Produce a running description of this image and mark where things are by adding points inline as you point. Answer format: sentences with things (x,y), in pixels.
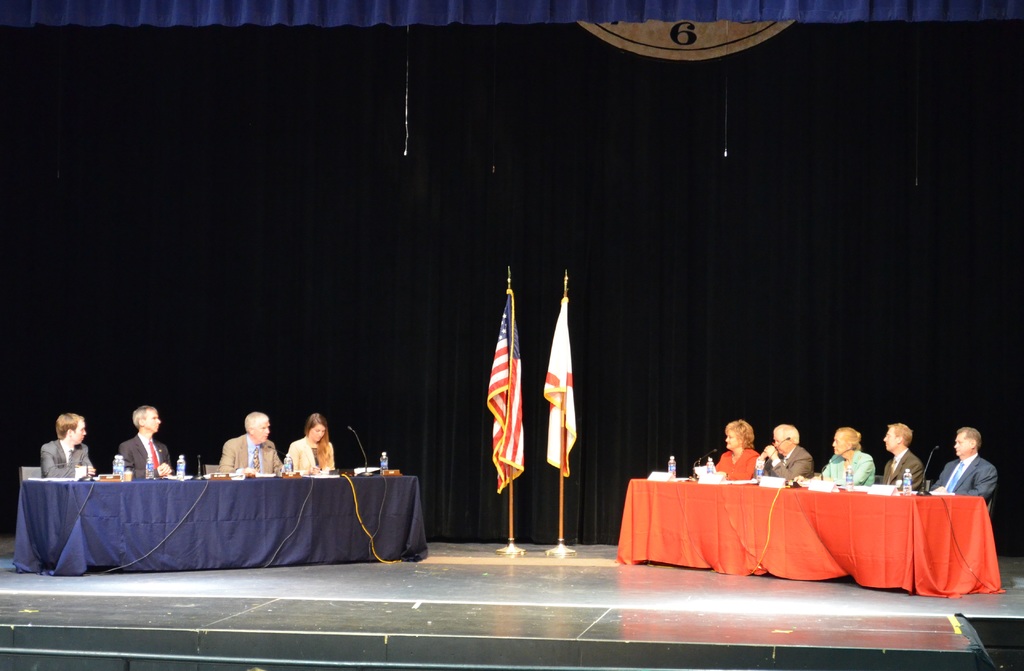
In this picture we can see some people (161,460) are sitting in front of tables (947,500), there are bottles (907,473), name boards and microphones (693,476) on these tables (410,491), we can see two flags (505,400) in the middle (518,406), in the background (582,349) there is a curtain (742,278).
